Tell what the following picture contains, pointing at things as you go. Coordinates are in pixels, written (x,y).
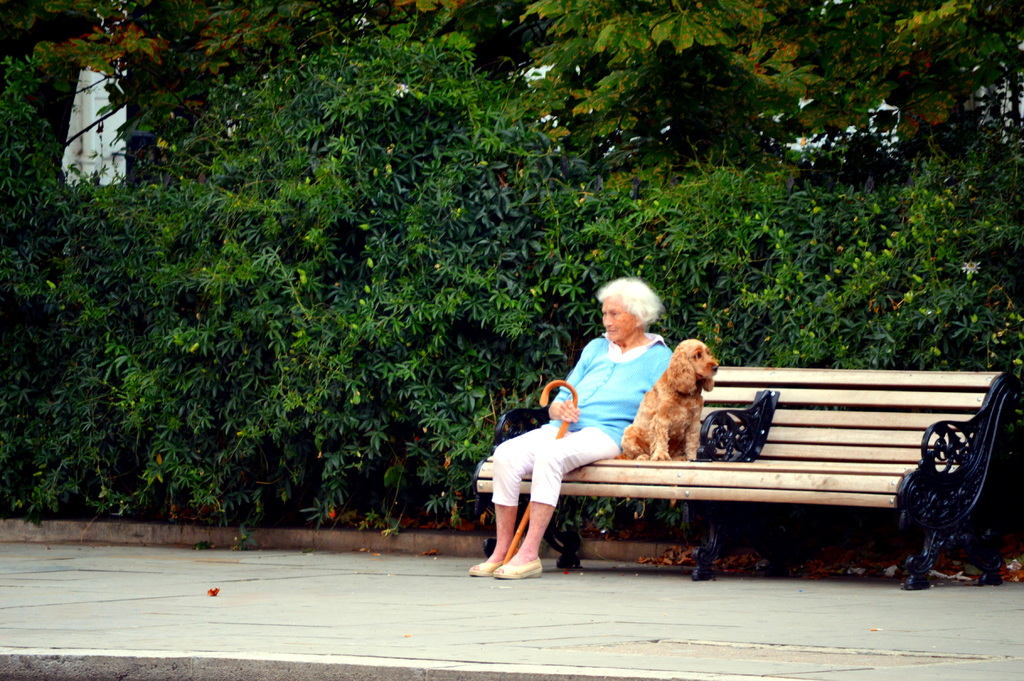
There is a woman (511,541) and a dog (672,415) sitting on a bench (696,547). In the background (428,417) we can see plants (849,302) and trees (736,137).
